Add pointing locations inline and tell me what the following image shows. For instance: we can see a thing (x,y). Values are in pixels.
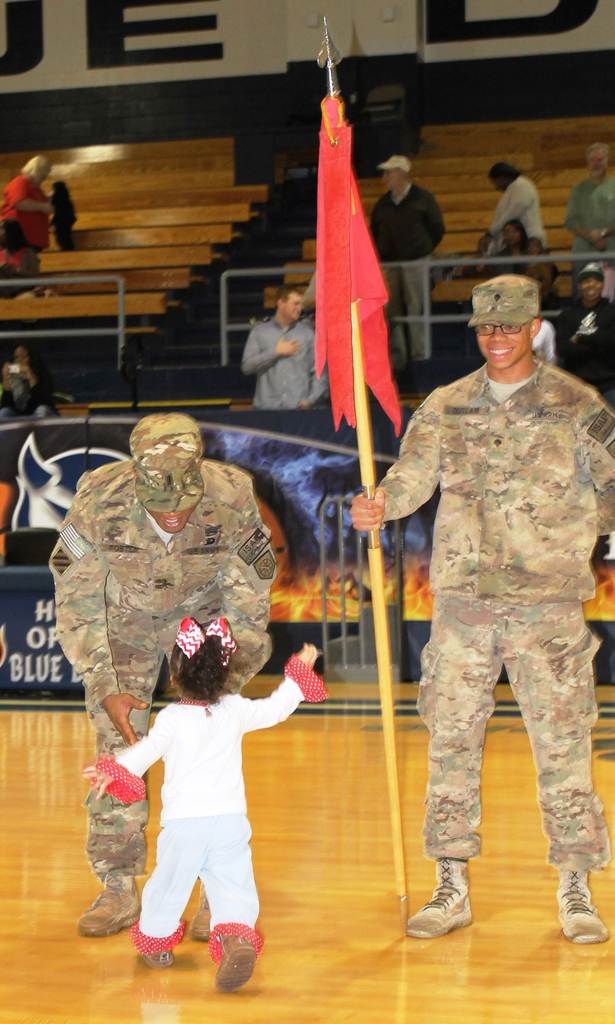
In this picture we can see three people (92,824) on the floor (295,893) and one person (436,817) is holding a flag (398,848) and in the background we can see a group of people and some objects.
